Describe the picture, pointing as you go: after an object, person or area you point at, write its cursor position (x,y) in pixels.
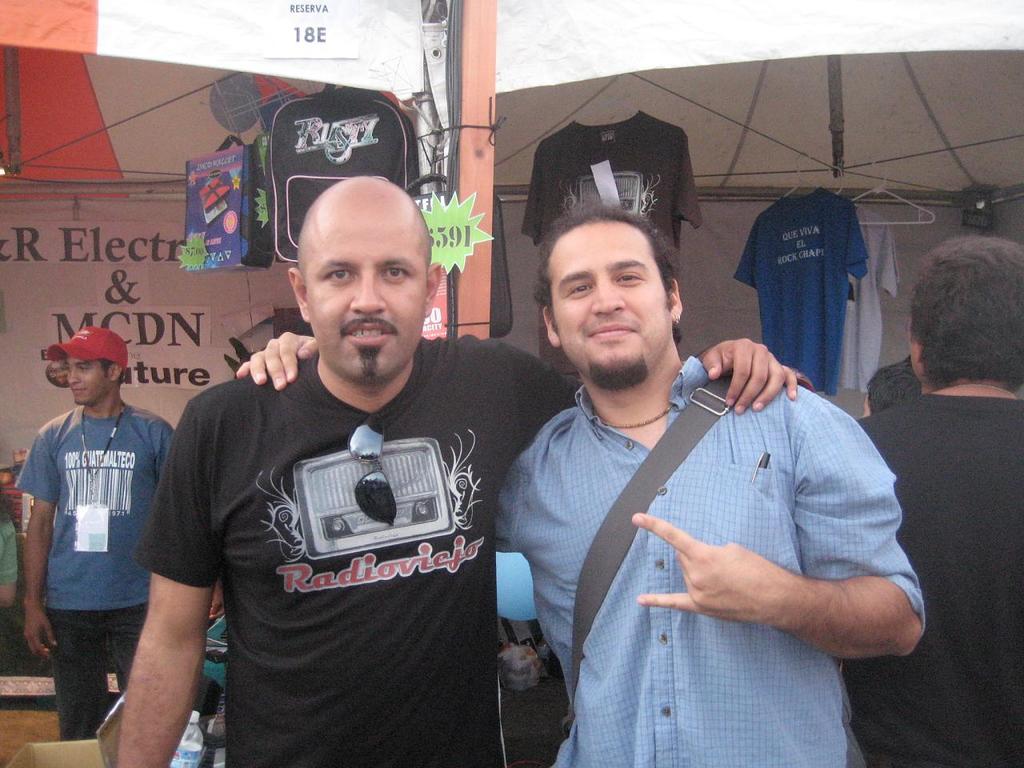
In this picture we can see two men (476,574) standing in the front, in the background (788,294) there are some t-shirts (819,268) and bags (322,157) hanging over there, on the left side (130,551) there is a person (126,552) standing, he wore a cap (95,353) and a tag (97,516), we can see goggles (365,485) here.
